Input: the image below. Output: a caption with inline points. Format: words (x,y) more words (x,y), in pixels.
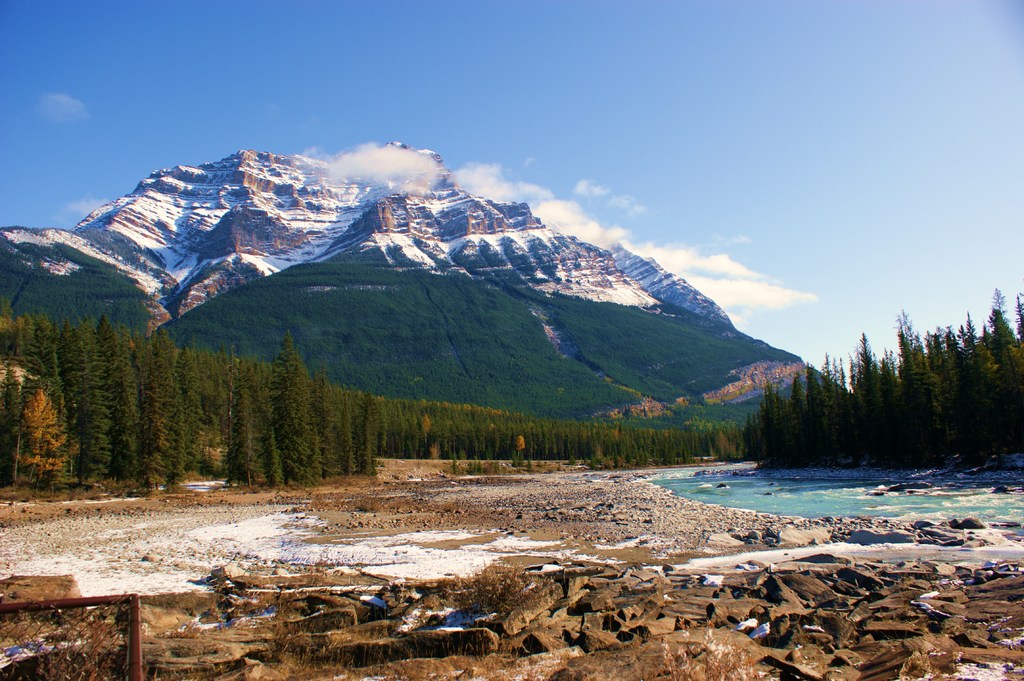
In this image we can see a land (479,585) and a stream (858,491). In the background (533,421), we can see trees (533,421) and the mountains (640,287). At the top of the image (689,96), we can see the sky (800,72). There is a mesh (92,645) in the left bottom of the image (66,650).
